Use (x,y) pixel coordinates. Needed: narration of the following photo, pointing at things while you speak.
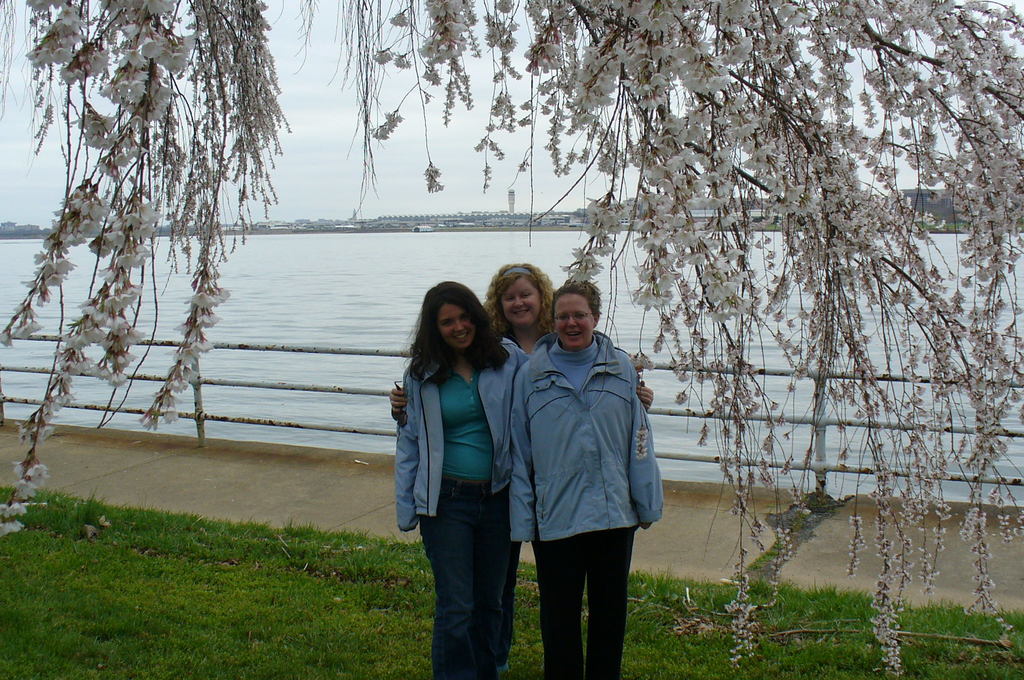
In this image in the center (569,423) there are group of persons (505,452) standing and smiling and there's grass (158,528) on the ground (199,509). In the background (273,368) there is railing (243,382) and behind the railing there is water (434,250) and there are buildings (381,220). In the front (720,117) on the top (760,123) there are leaves (854,155) and flowers (805,103).
